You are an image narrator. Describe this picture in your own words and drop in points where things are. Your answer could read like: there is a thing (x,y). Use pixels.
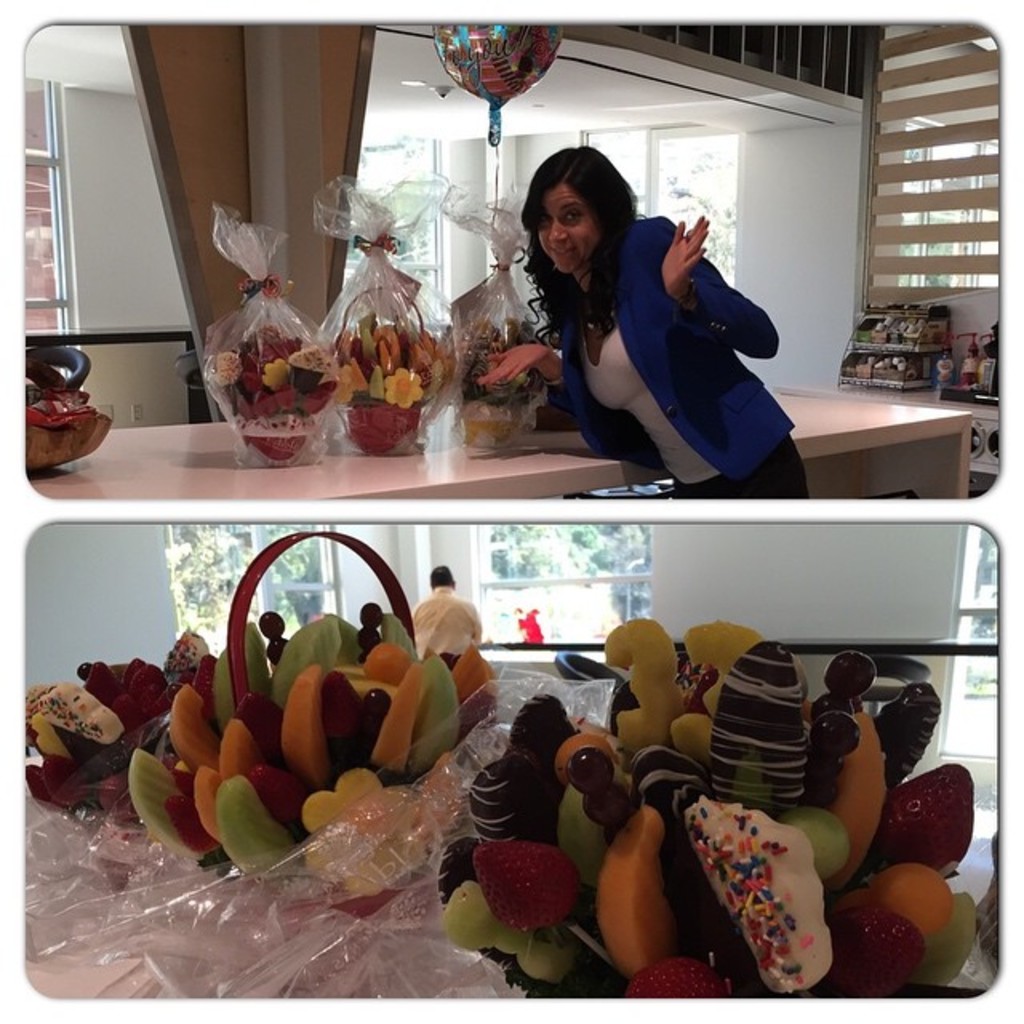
In this picture I can see at the bottom (349,728) it looks like there are cut fruits (498,770) on the table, at the top (622,196) there is a woman (659,383), she is wearing a blue color coat (755,413) and beside her there are baskets (401,396) on a table (884,447). In the background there are glass walls (427,153), it looks like a photo collage.
